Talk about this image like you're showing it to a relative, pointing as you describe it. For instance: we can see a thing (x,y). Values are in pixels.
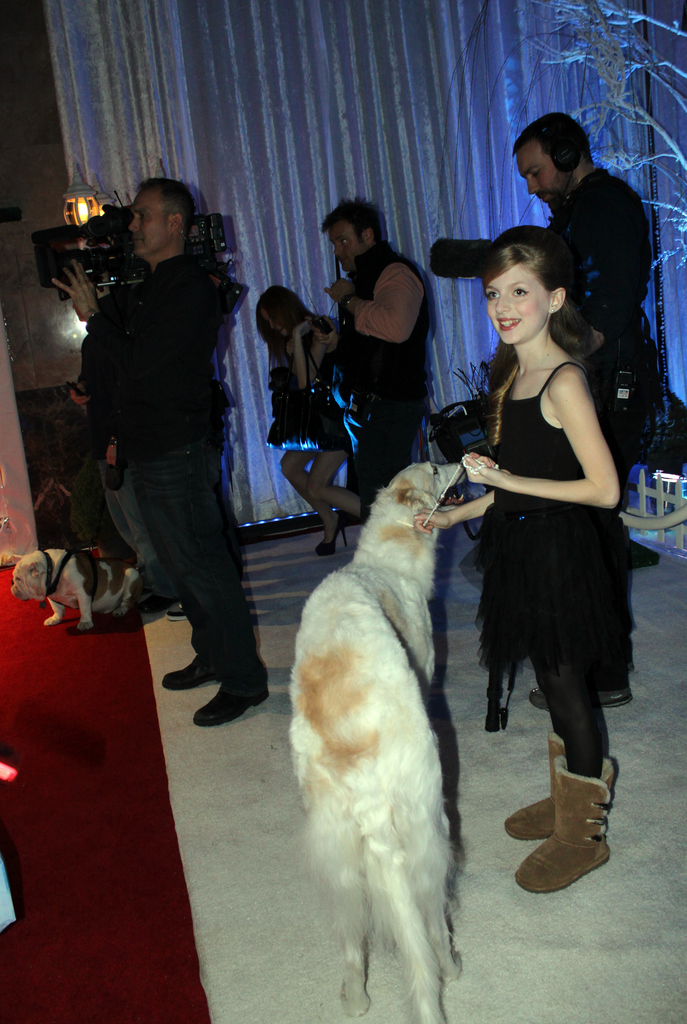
On the right hand side of the image (534,480), there is a girl (550,479) standing and laughing. In front of her, there is a white color dog (374,664) standing on the floor (321,931). In the background (596,237), there are two persons (607,218) holding cameras (88,246), a person (365,302) standing, a women (294,368), a white color curtain (191,169), wall (19,180), light (81,205), a dog (63,555), red color carpet (68,639) and a person (134,518).
